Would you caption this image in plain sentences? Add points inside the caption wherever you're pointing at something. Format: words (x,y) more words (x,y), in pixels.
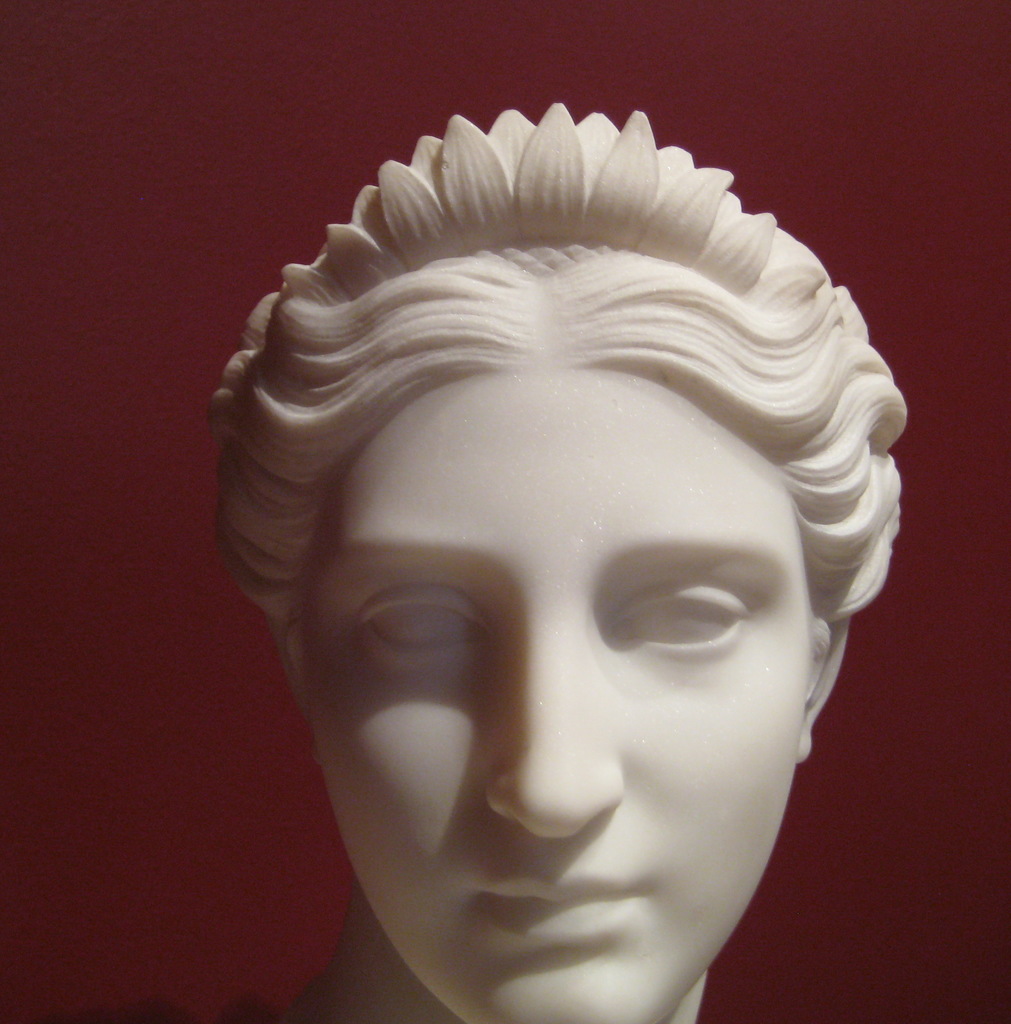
In this image we can see the statue (555,753) and the dark background (177,660).
